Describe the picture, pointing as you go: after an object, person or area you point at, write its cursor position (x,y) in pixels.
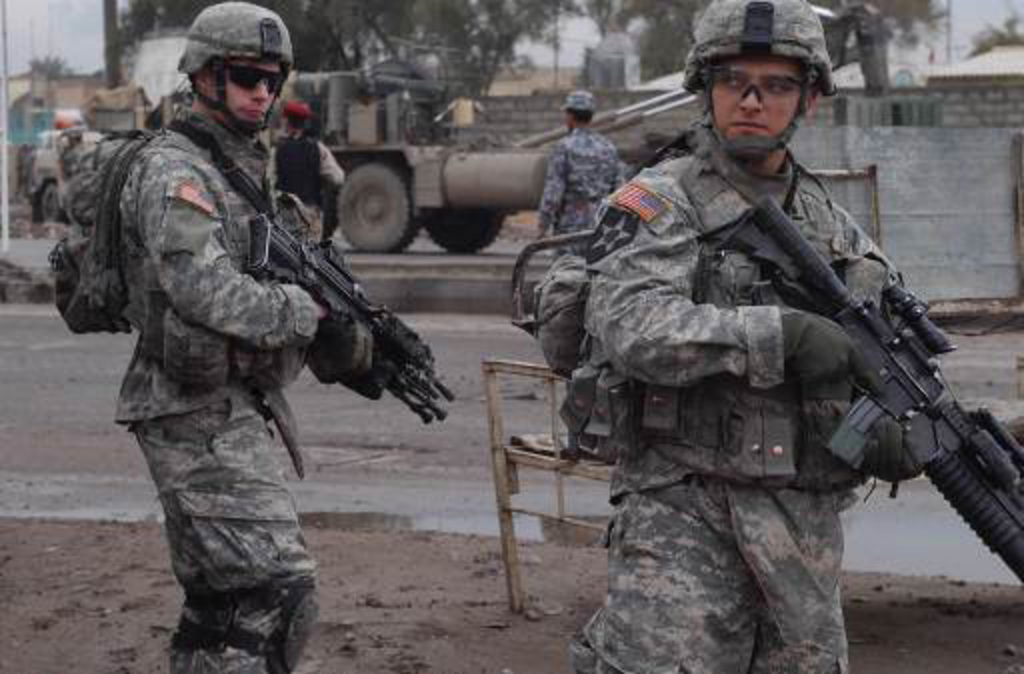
In this picture i can see couple of men (591,316) holding guns (390,349) in their hands (796,327) and they wore backpacks (106,215) on the back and helmets (200,56) on their heads (250,109) and spectacles (777,78) on their faces (229,113) and we see few buildings (599,63) and trees (473,54) and few of them (557,221) standing on their back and couple of vehicles (67,148).
